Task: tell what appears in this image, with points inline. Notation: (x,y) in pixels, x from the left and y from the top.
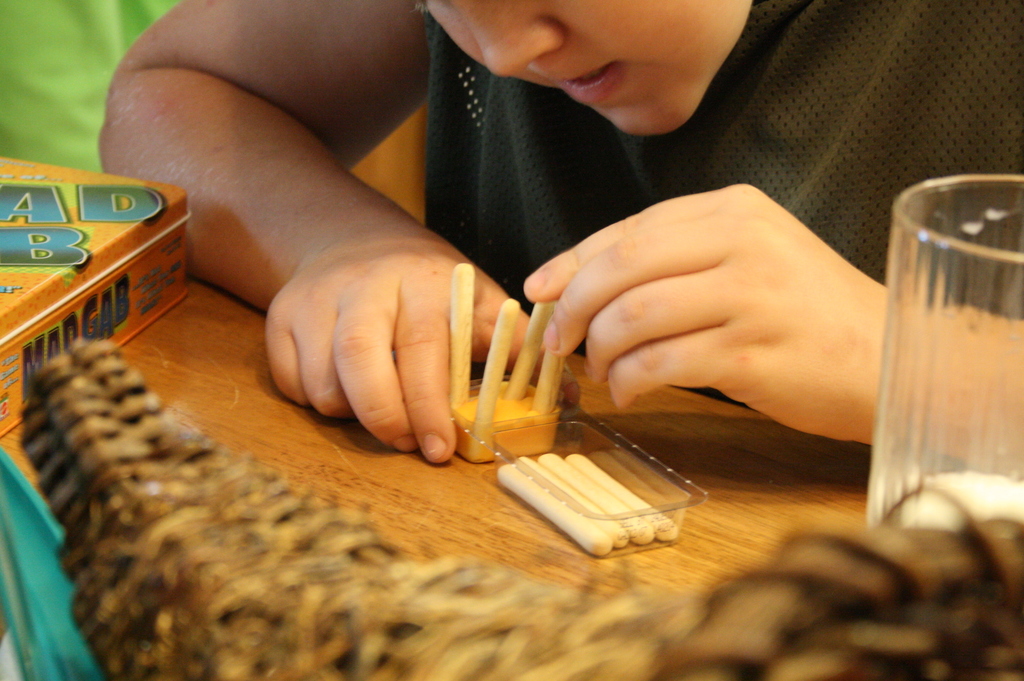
On the left side (177,209), there is a box (151,247) on a wooden table (152,369). At the bottom of this image (156,510), there is an object (147,472). On the right side (1009,319), there is a glass (983,254). Besides this glass (954,395), there is a person (861,74) in a T-Shirt (788,163), holding a small box (473,422) which is on the table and placing breadsticks (517,381) in that box (499,433). Besides that box (485,452), there are breadsticks (587,476) in another box (560,439). In the background (80,165), there is another person (63,76) in green color T-shirt (46,100).
